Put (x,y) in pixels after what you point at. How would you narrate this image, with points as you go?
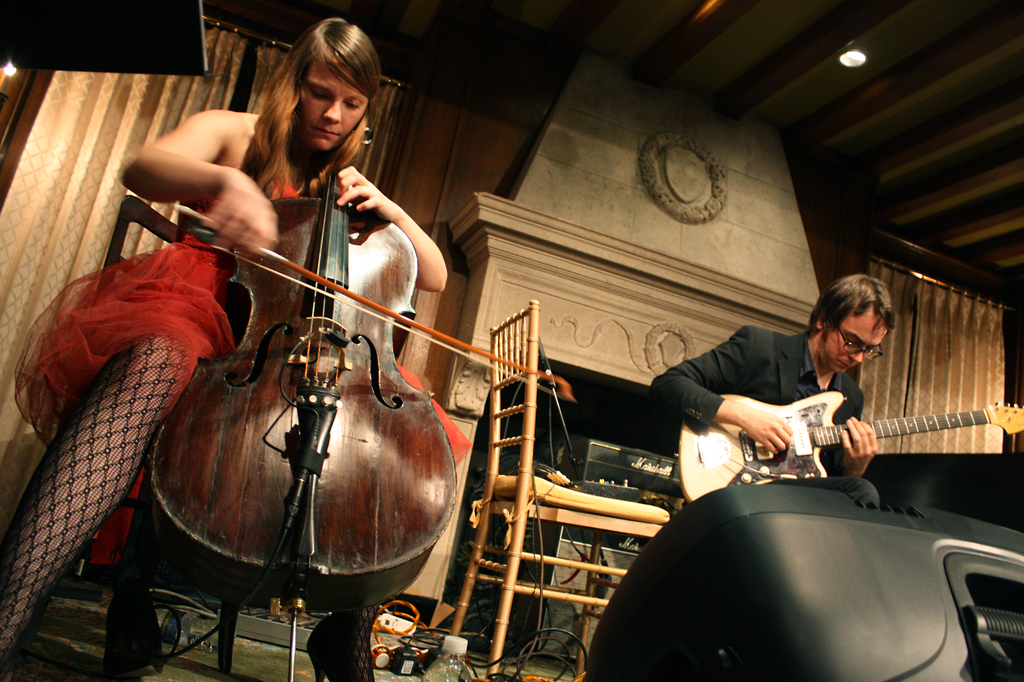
This is the picture of a woman (23,570) sitting in chair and playing cello (383,351) another man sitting and playing guitar (997,409) and the background there is a speaker (786,504), chair (504,583), cables (419,621) and a bottle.
